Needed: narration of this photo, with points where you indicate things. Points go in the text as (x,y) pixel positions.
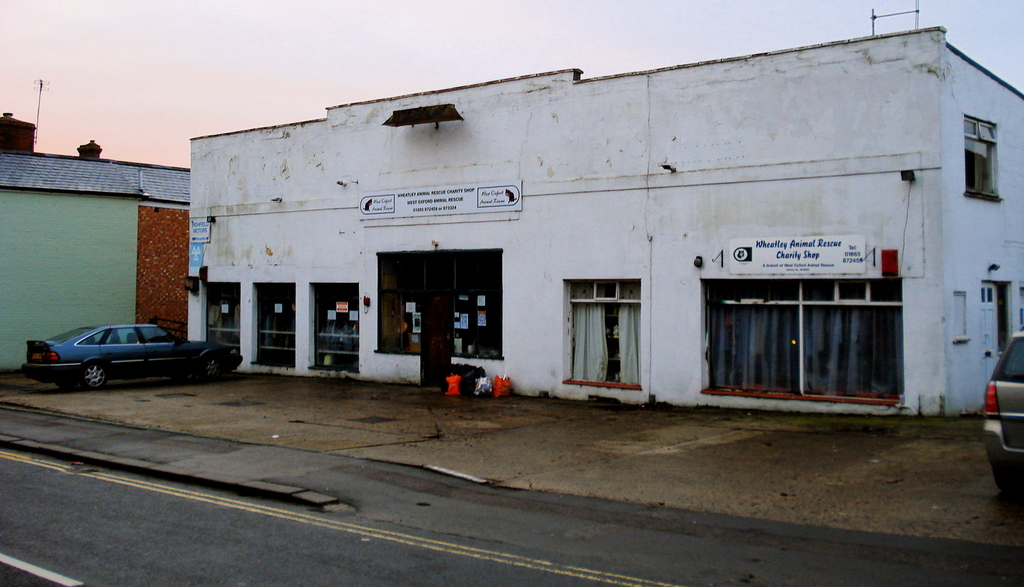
In this image, we can see sheds (291,176), poles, name boards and there are windows (715,321). At the bottom (495,392), we can see some objects (482,379) and there are vehicles (183,371) on the road (325,529). At the top (195,60), there is sky (294,51).
